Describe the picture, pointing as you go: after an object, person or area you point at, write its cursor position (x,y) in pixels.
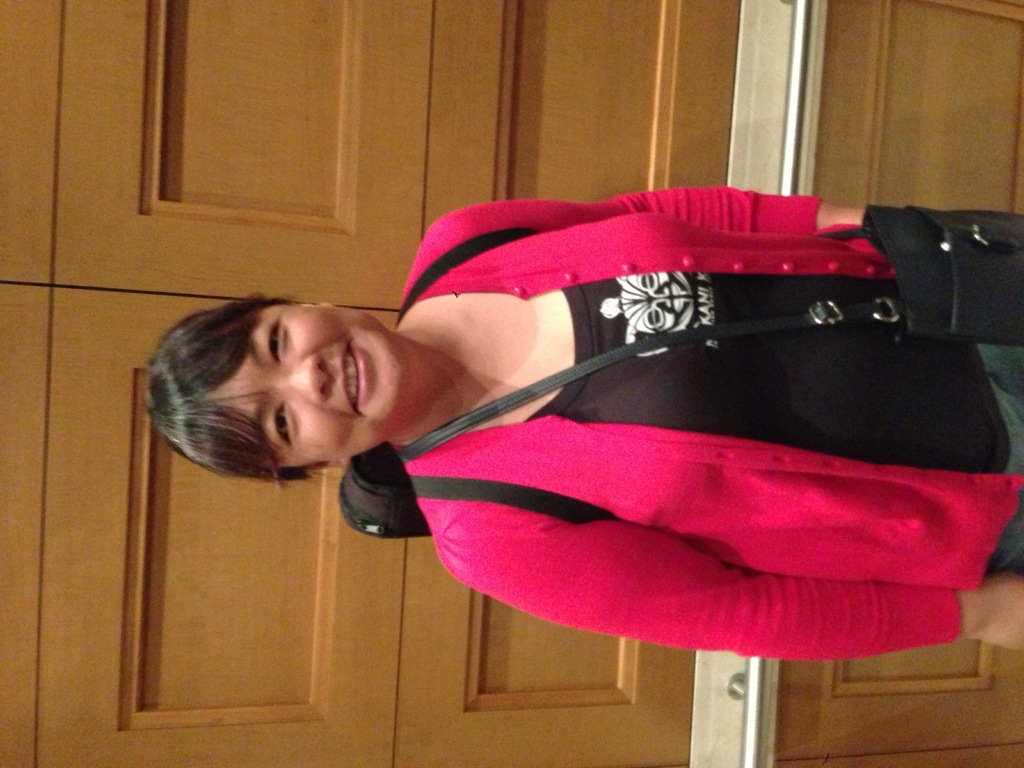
In this image I can see in the middle (536,299) a woman (621,404) is standing, she wore black color top (816,400), pink color sweater (647,509) and smiling. Behind her there are doors (314,490).
